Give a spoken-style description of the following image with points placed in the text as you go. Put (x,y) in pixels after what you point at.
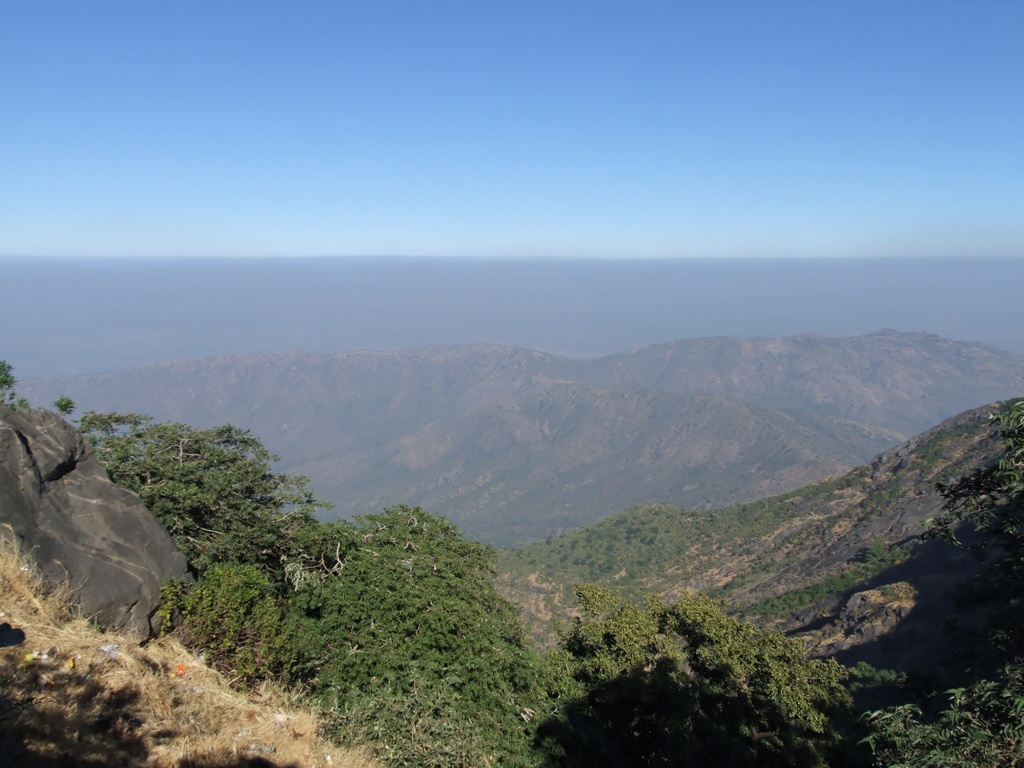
In this image, we can see some trees (405,634). There are hills (603,428) in the middle of the image (524,420). There is a sky (531,226) at the top of the image (457,78).
